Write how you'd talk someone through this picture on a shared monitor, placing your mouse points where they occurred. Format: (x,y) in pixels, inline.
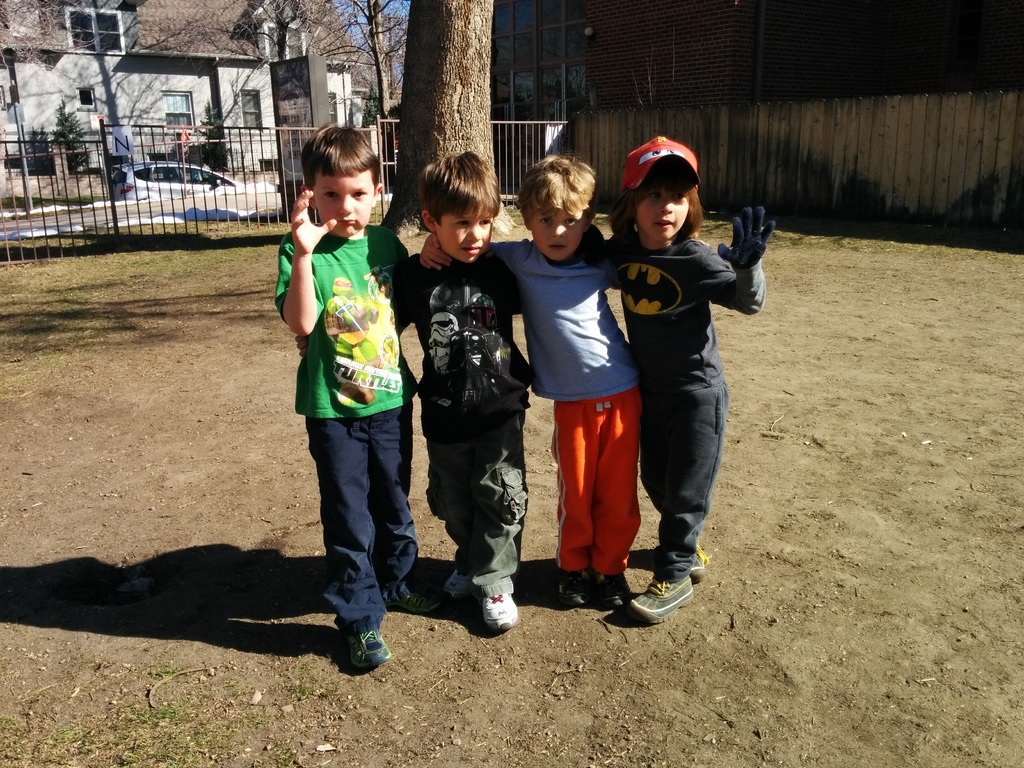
In this image we can see a four children (481,533) are standing on the ground (433,612). In the background (464,151) we can see grass (151,243), fence (172,209), trees (410,126), car (156,189), plants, windows (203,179), and sky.
